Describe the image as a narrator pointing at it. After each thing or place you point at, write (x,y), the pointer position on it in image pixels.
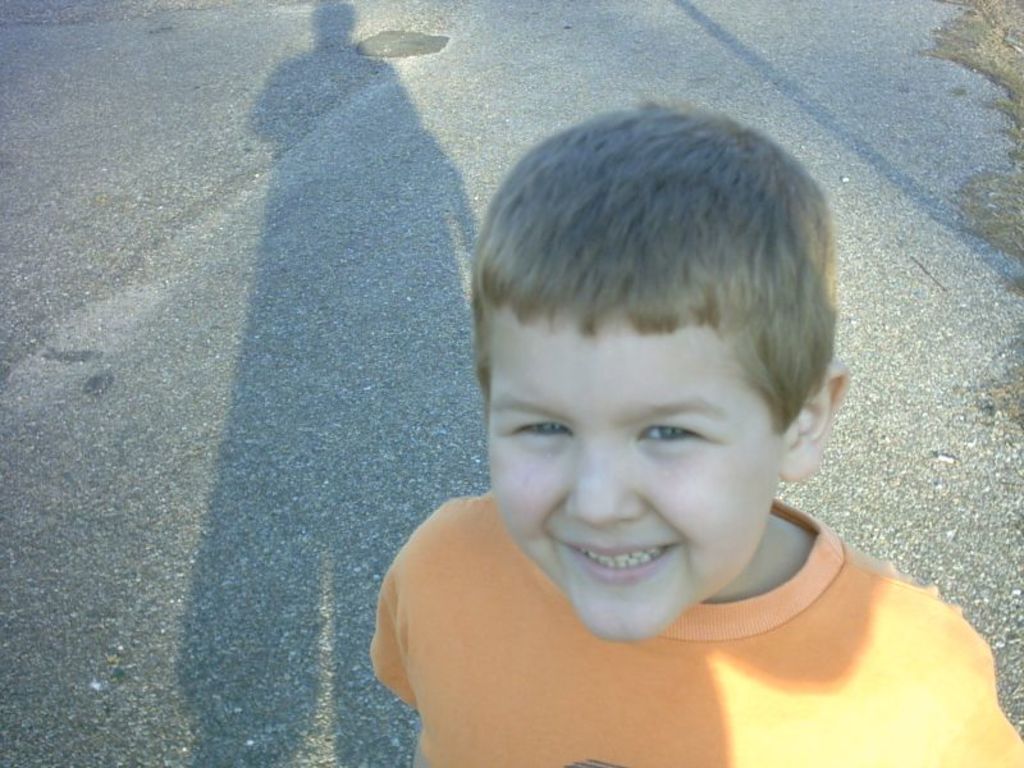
In this image we can see a person (607,505). In the background of the image (422,185) there is the road (949,190). On the road (958,257) there is a shadow (345,171) of the person (625,514). On the right side of the image (984,19) there is the grass (977,41).
